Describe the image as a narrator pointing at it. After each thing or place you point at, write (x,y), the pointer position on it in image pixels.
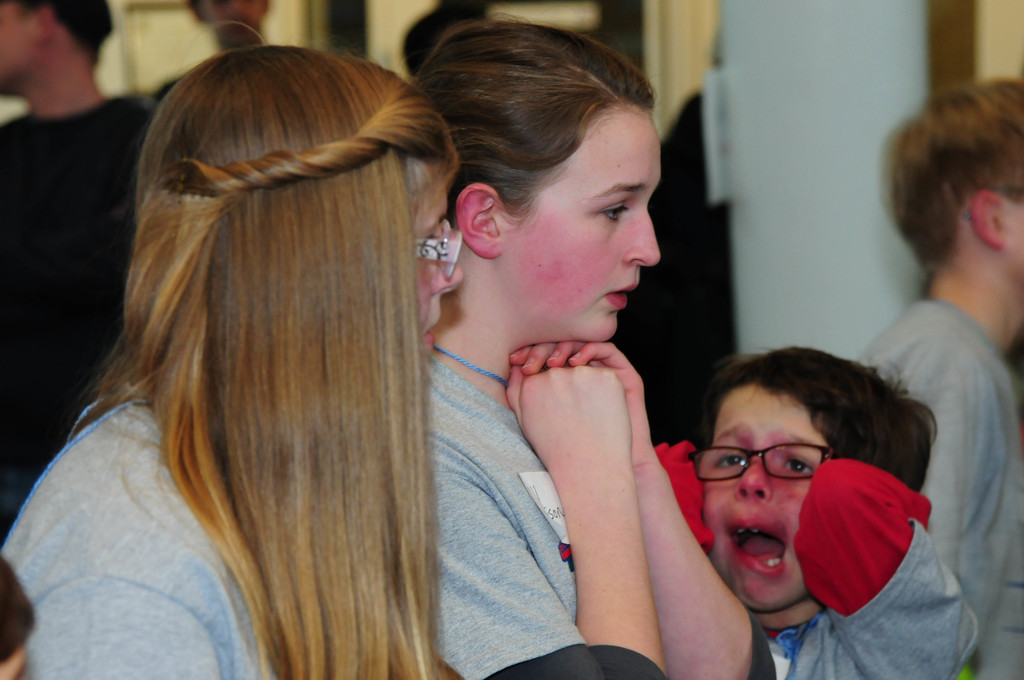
In front of the picture, we see two girls (507,443). Beside them, we see a boy (763,519) who is wearing the spectacles (732,463) is crying. Behind him, we see a boy (922,372). On the left side (66,145), we see the people (127,133) are standing. In the background (733,173), we see a white wall (804,176). This picture is blurred in the background (59,163).
